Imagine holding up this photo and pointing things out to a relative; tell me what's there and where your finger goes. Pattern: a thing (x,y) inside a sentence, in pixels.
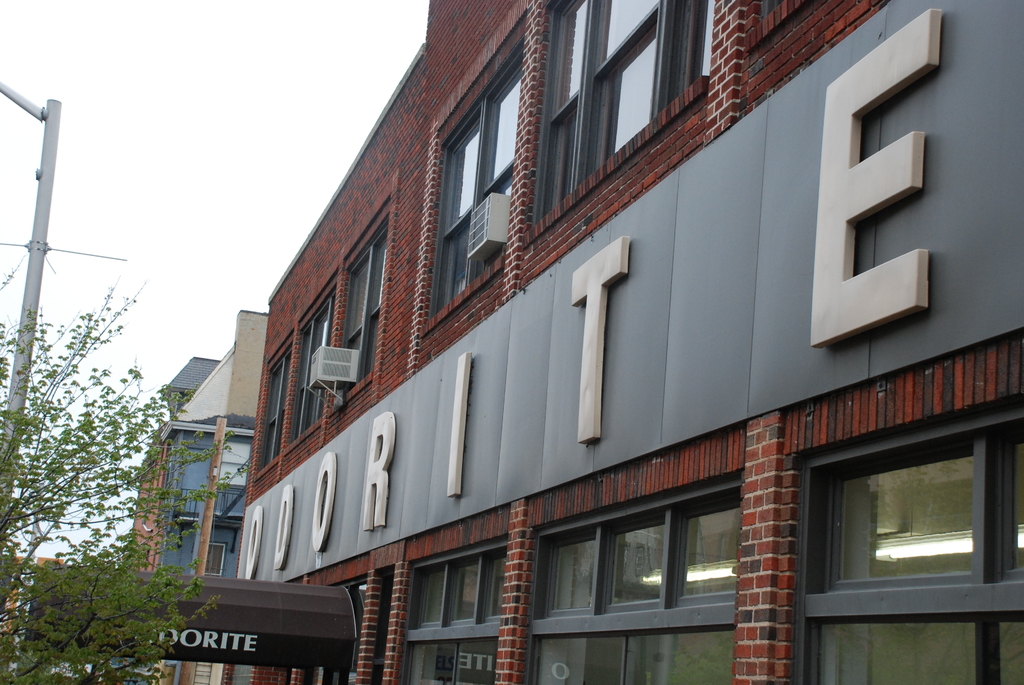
In this image I can see a tree (115,570), light pole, buildings (216,509), board (582,423), windows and the sky (294,42). This image is taken may be during a day.
